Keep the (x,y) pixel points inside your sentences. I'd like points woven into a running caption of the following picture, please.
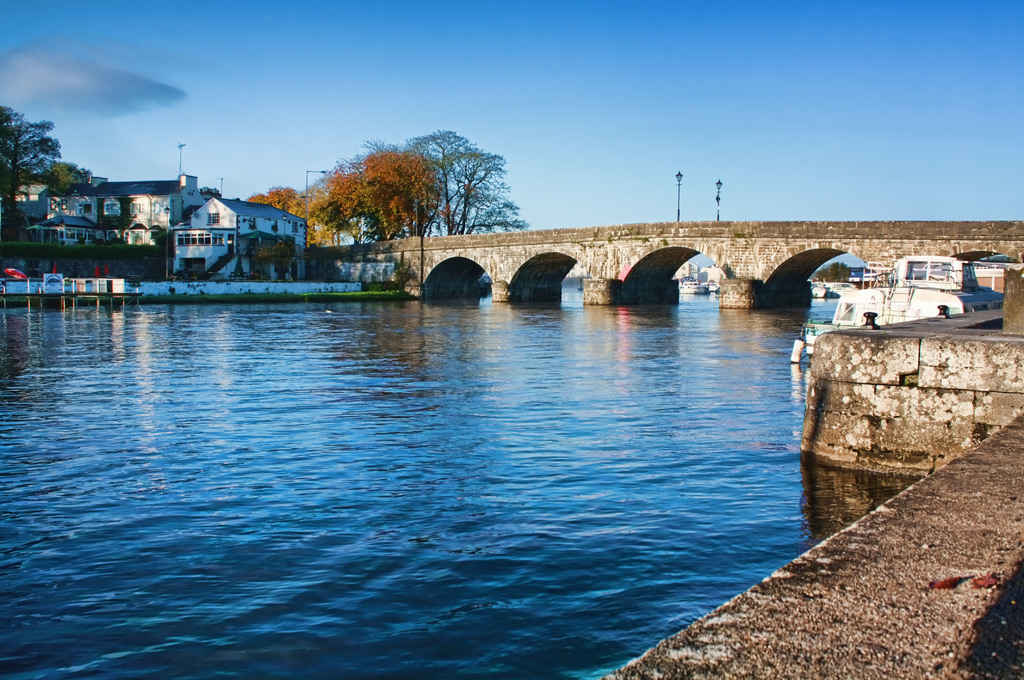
In this image we can see the bridge (463,268). We can also see a boat (808,344) on the water (575,435). On the backside (290,220) we can see a house (207,256) with a roof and windows (181,235), a fence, the trees (362,193) and the sky (669,92) which looks clear.
